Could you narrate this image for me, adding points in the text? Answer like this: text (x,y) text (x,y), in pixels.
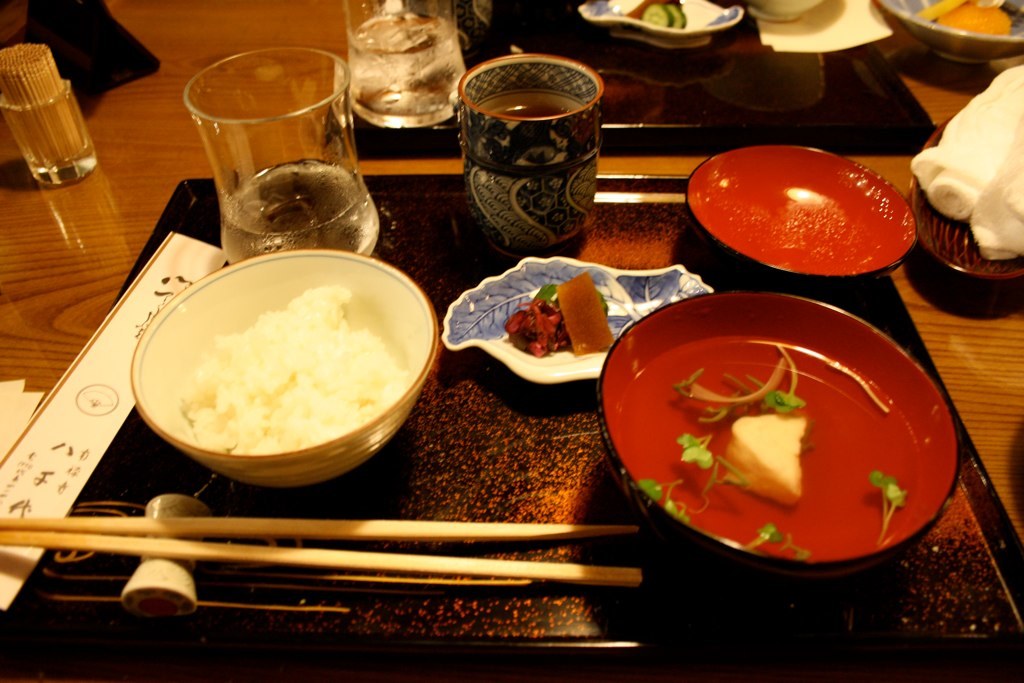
This is the picture of a dining table (176,176). on the table (176,176) there are bowls (412,318) with food (355,336), glass (327,148), mug (510,151), toothpick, chopsticks (338,527), table mat (545,445), napkin (985,152) some other stuffs (730,187).
